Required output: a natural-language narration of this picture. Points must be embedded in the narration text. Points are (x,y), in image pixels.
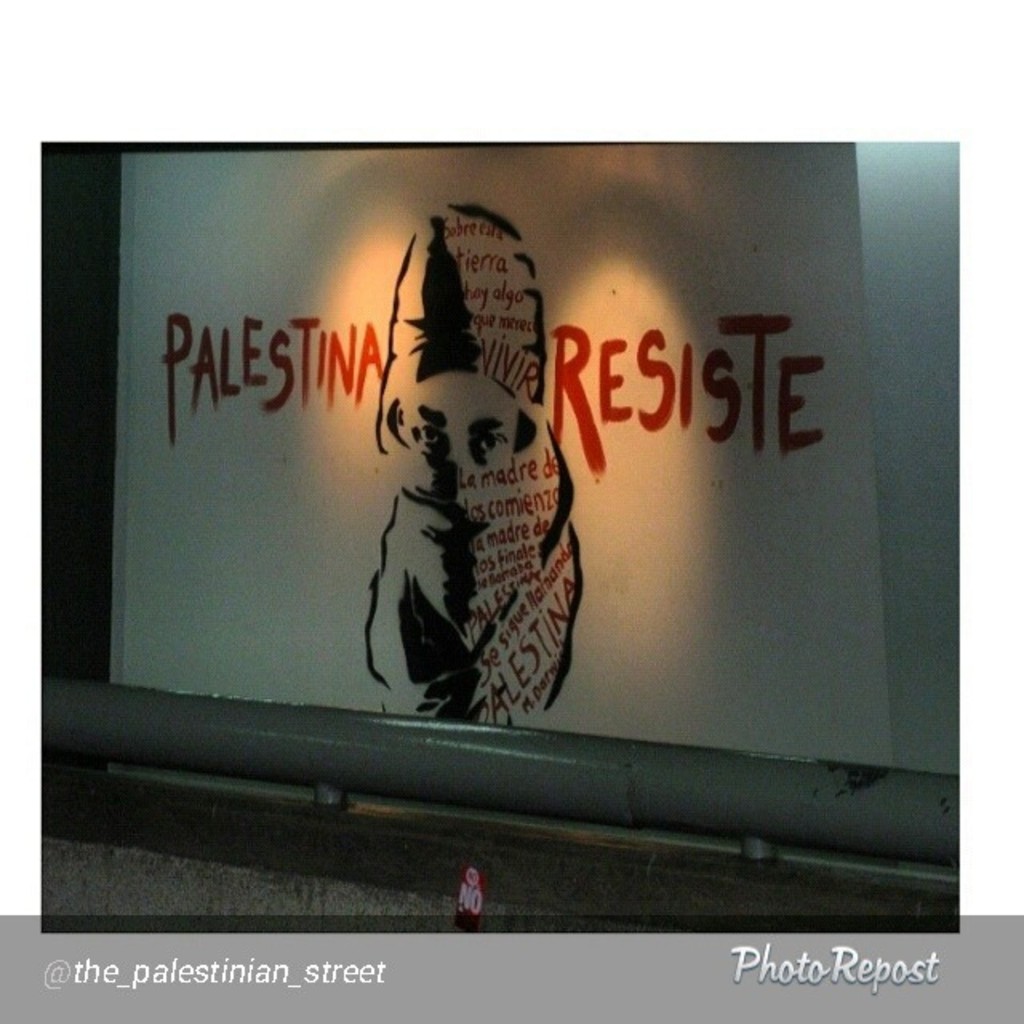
In this picture we can see the white projector screen (431,473). On the screen (525,571) we can see the woman (419,577) covering her face (431,397) with cloth (459,610) and slogan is written.
